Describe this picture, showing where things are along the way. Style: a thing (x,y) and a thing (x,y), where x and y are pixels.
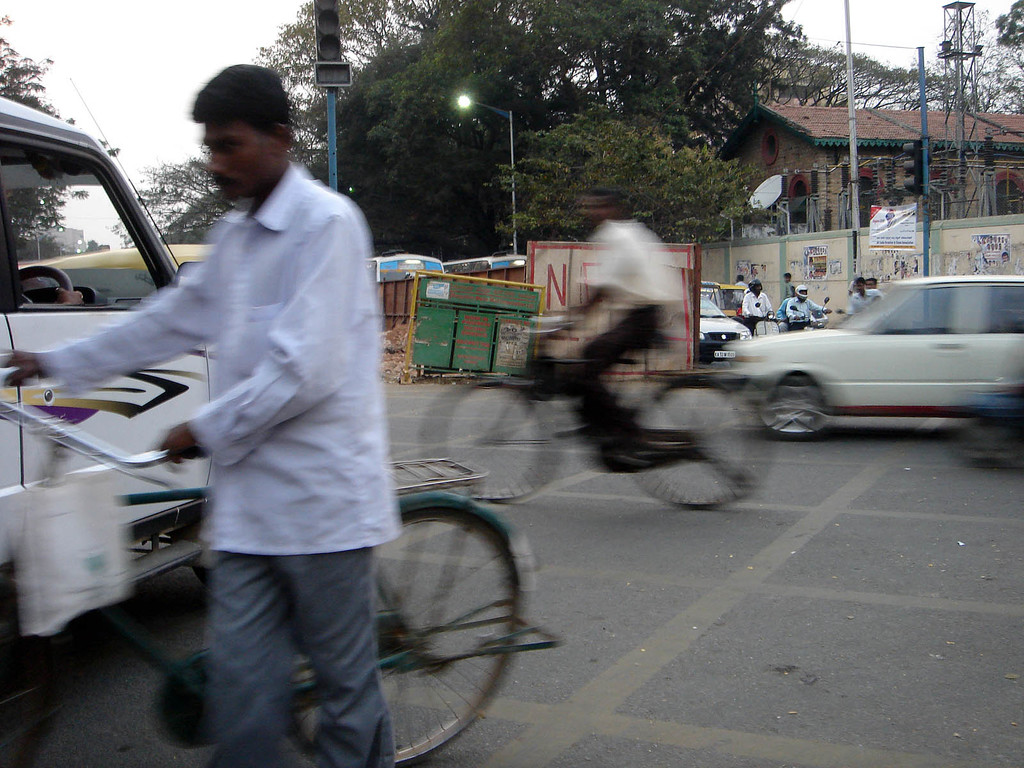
This is a picture taken in the outdoors. On the road (680,661) there are two bicycle (518,499) and vehicles (152,280). Behind the vehicles (993,360) there's a light pole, trees (591,160), building (789,140), sky (259,63) and traffic lights (908,168).
